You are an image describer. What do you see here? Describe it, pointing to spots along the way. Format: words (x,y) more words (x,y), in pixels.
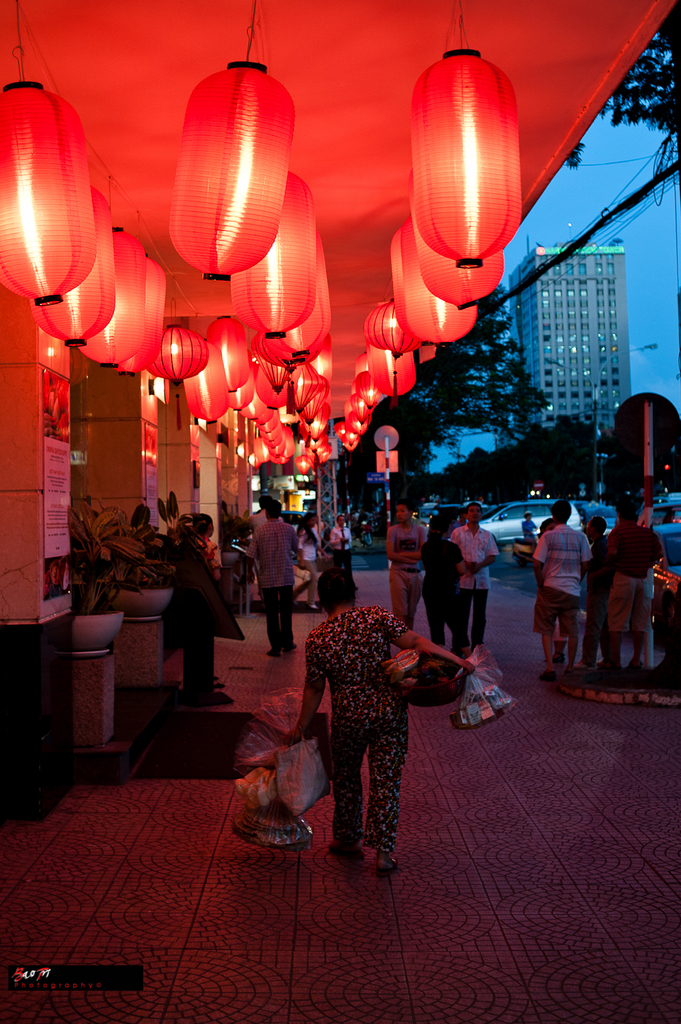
In this picture I can see buildings (619,328) and few lanterns (260,289) to the ceiling (659,16) of a building (138,28) and few people (269,530) are standing and I can see a woman (362,758) holding carry bags (316,767) in her hands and few plants (138,554) in the pots (150,610) and trees (577,433), Few cars (671,495) and a sign board (382,432) to the pole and a blue sky (638,306).
